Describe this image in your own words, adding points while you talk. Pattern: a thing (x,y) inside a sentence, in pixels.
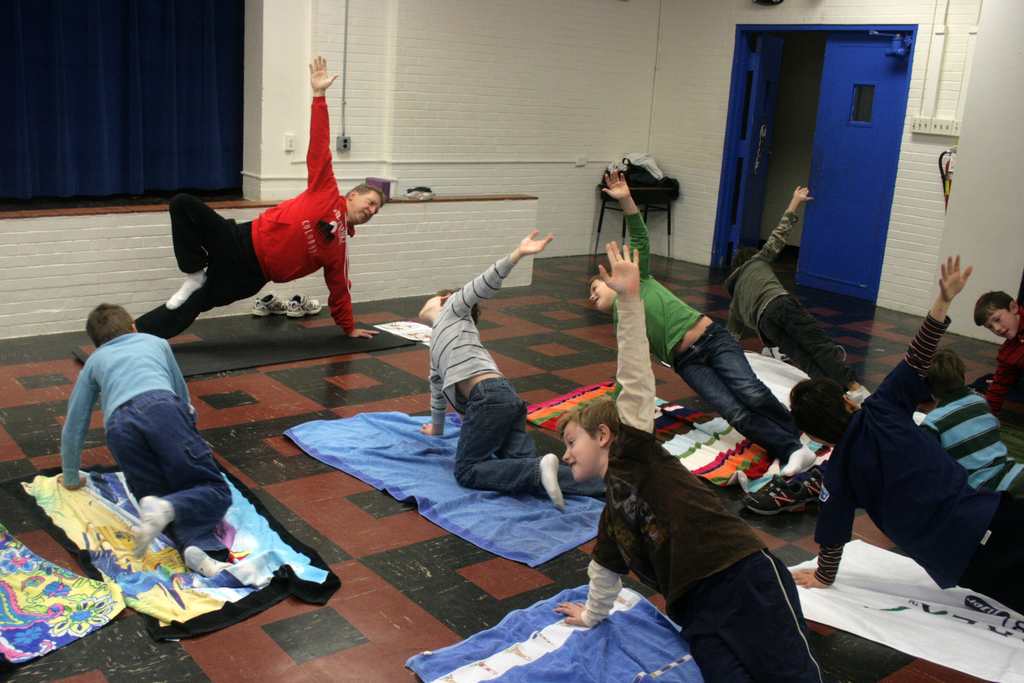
In this image we can see a few people (514,450) doing yoga on yoga mats (557,401), also we can see doors (753,208), stool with some objects (643,171) on it, a curtain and the wall (677,149).
